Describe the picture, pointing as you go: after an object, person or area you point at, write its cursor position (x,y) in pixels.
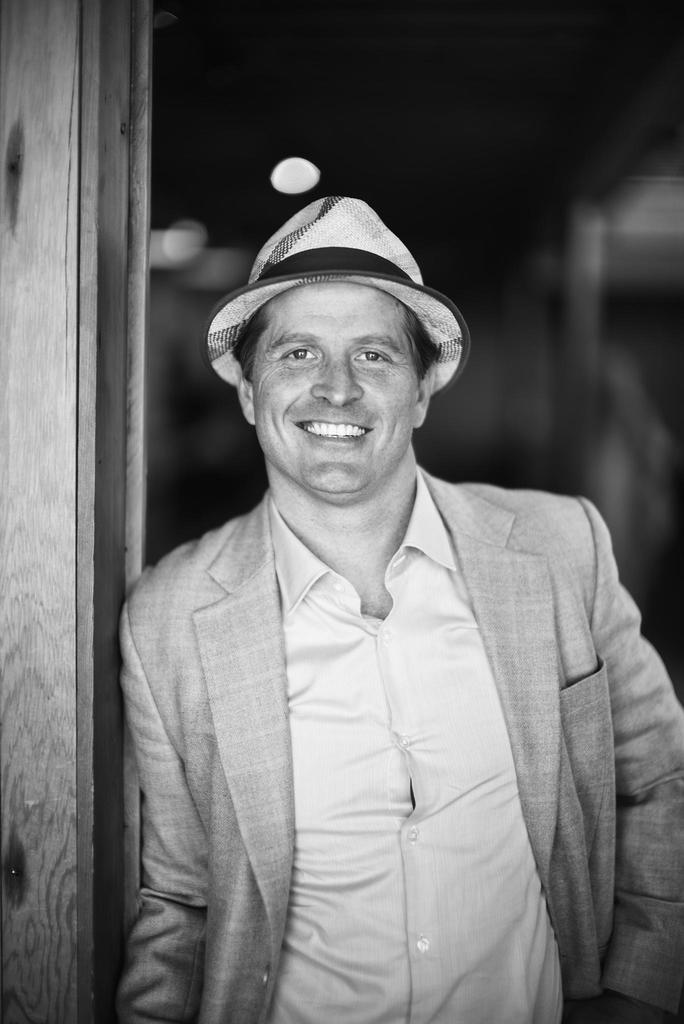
It looks like a black and white picture. We can see a man (239,761) with a hat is smiling and leaning on a wooden post (46,334) and behind the man (342,774) there is a dark background (502,153).
